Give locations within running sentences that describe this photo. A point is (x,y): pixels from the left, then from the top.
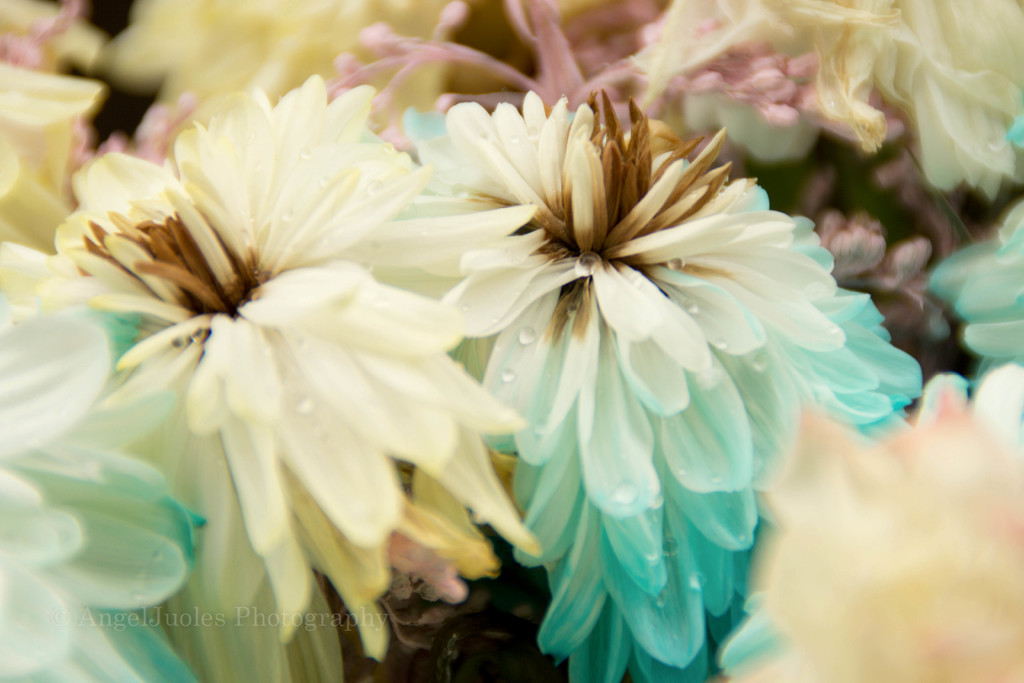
In this image in the foreground (684,520) there are different types of flowers (313,405).
